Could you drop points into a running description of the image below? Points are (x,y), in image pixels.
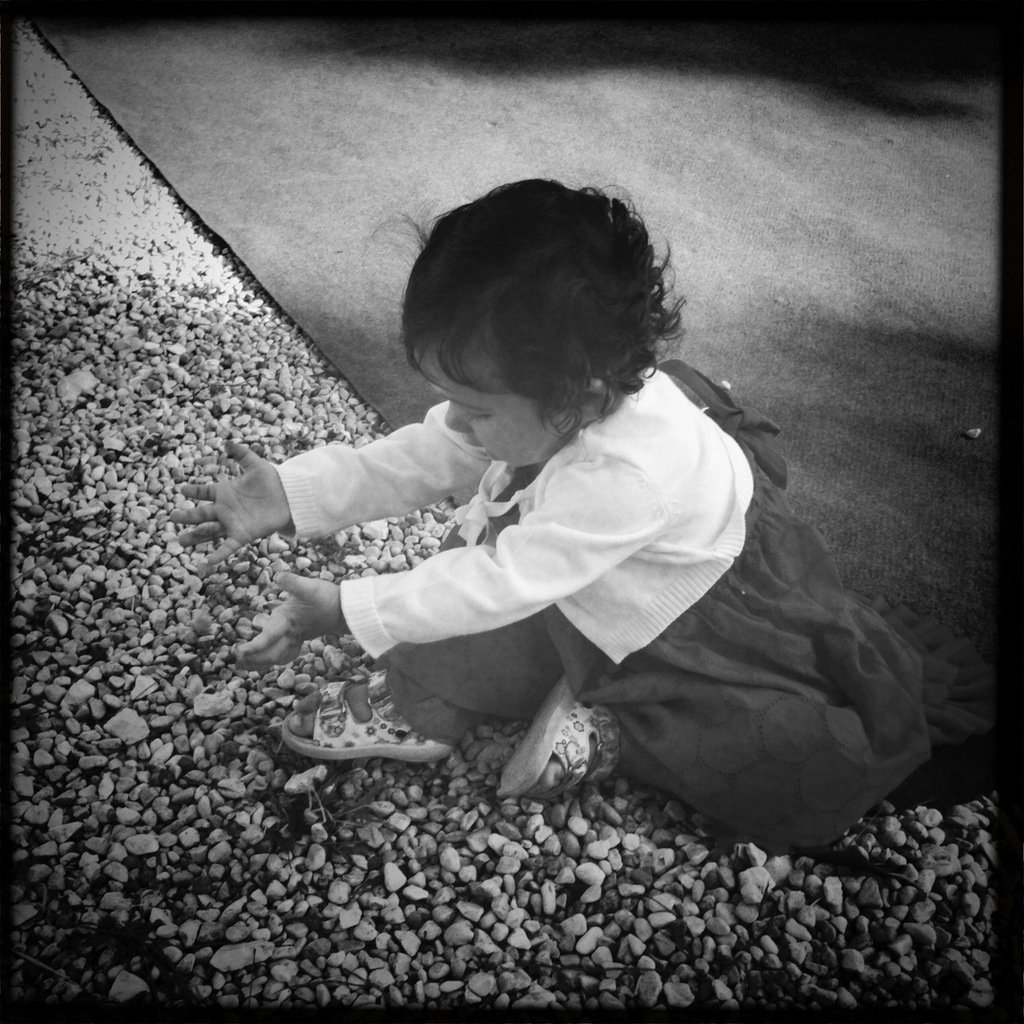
In this black and white image, we can see some stones (161,430). There is a kid (516,569) in the middle of the image (630,479) wearing clothes (712,773).
